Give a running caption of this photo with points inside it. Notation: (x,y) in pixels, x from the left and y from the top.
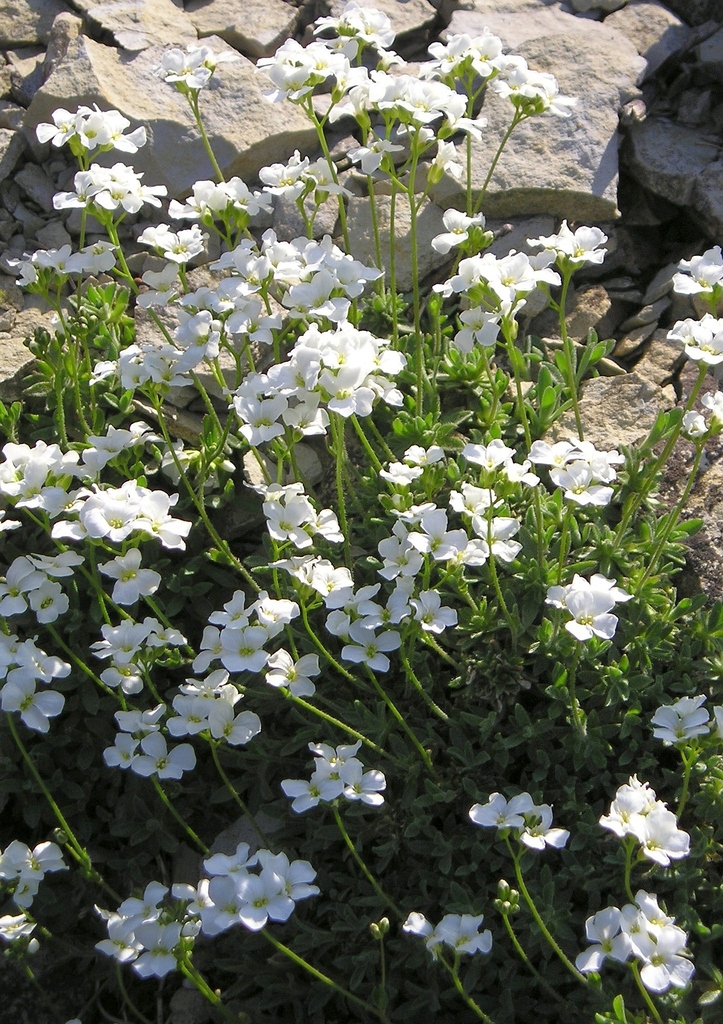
In the center of the image (329,562) there are plants (242,643) and we can see flowers (648,785) to it. In the background (89,60) there are rocks (161,110).
